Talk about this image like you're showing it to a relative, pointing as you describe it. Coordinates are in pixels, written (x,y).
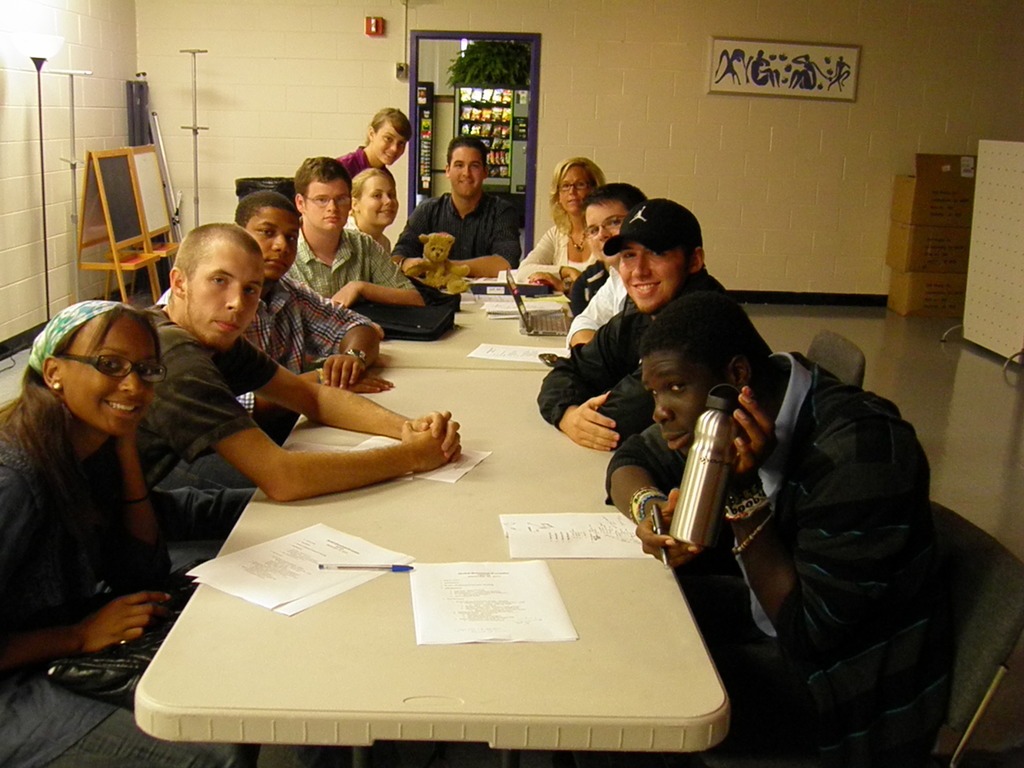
In this picture we can see some group of people (170,346) sitting on the chairs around the table (477,396) on which there are some papers (497,316), doll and laptop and behind them there is a door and a vending machine (489,91) and a stands (156,147).
